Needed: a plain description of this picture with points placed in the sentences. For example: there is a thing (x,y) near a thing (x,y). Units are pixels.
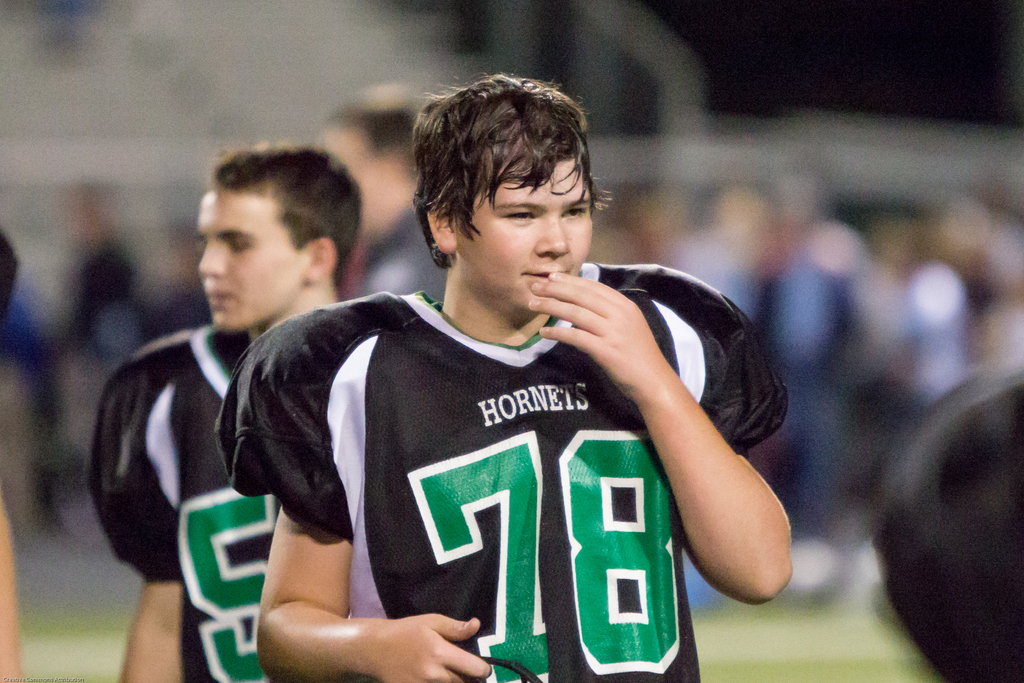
In the foreground of this image (503,549), there are men (408,519) and the background (480,31) image is blur.
